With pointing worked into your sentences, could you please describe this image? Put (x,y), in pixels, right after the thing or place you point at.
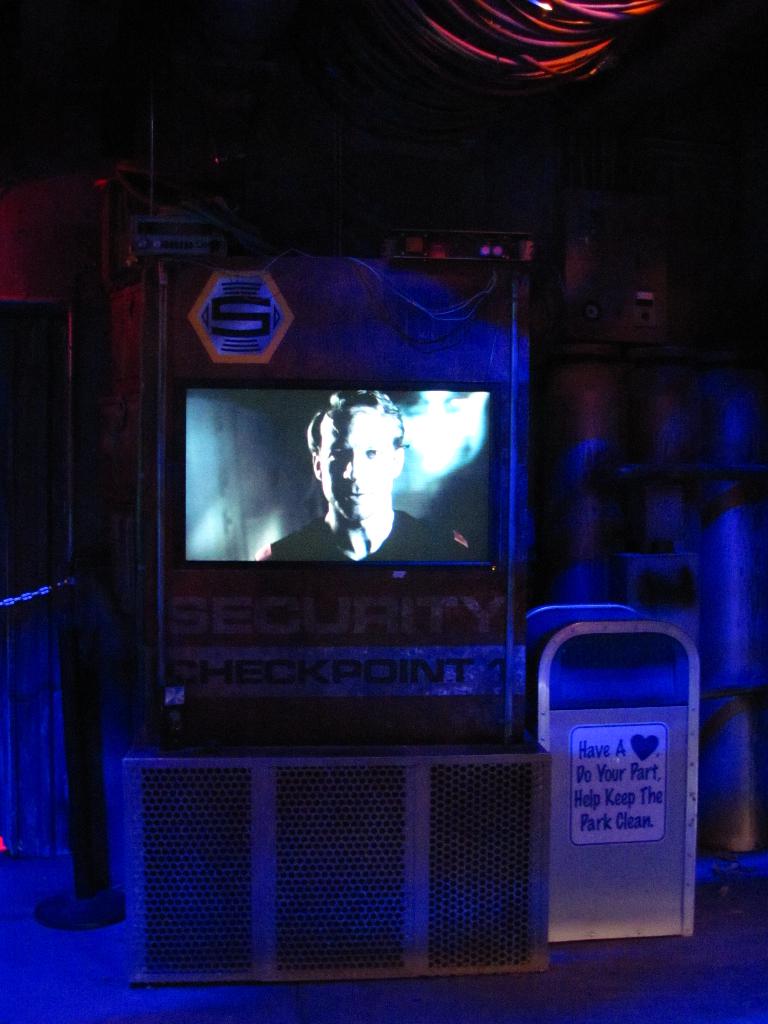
In this image in the center (282,519) there is a screen (342,551) and on the screen (350,484) there is a man (339,471). On the top of the screen (338,481) there is a symbol (268,318). On the right side of the screen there is a stand (607,748) with some text (599,809) written on it.
